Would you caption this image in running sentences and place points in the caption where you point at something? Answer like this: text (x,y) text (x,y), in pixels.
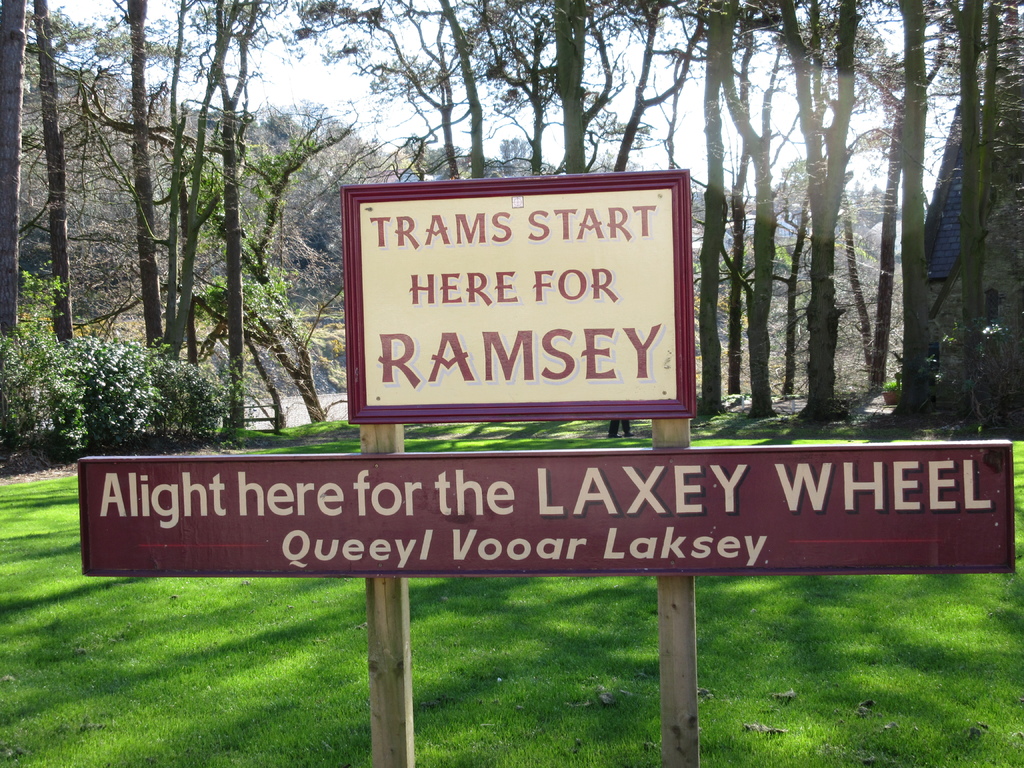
In this image I can see in trees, a board (572,361) which has something written on it and the grass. In the background (482,126) I can see the sky (615,100).
